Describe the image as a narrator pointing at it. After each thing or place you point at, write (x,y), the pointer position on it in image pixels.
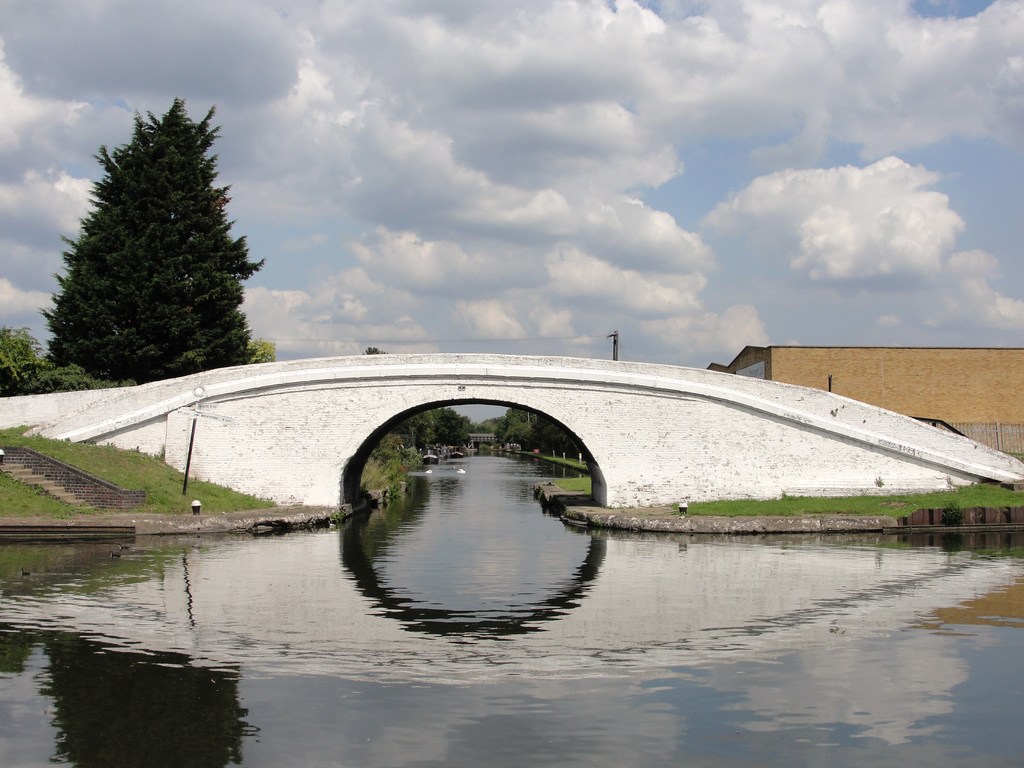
At the bottom of the picture (353,542), we see water (474,637) and this water (311,686) might be in the canal (312,660). On the left side (204,404), we see a pole (190,411) and a staircase (117,507). In the middle of the picture (508,401), we see a white color arch bridge (614,404). Behind that, we see a building (870,386) and poles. There are trees (408,434) in the background (422,426). On the left side (195,127), there are trees (104,351). At the top of the picture (516,232), we see the sky (471,121) and the clouds (472,216).
